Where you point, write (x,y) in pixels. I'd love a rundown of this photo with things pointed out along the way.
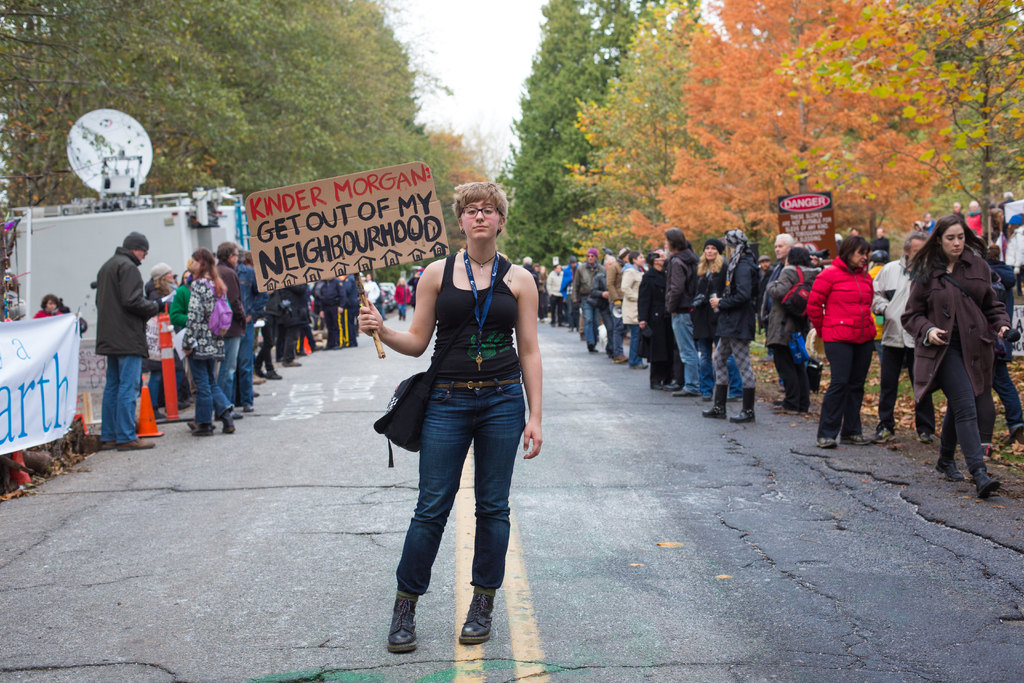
In the image, a woman (502,417) is standing in between the road (356,353) by holding a board (343,256) in her hand (370,302). Around the woman (483,299) there are a lot of people (650,294) standing beside the road (368,401) and behind the people (237,333) there are a lot of trees (731,104).
